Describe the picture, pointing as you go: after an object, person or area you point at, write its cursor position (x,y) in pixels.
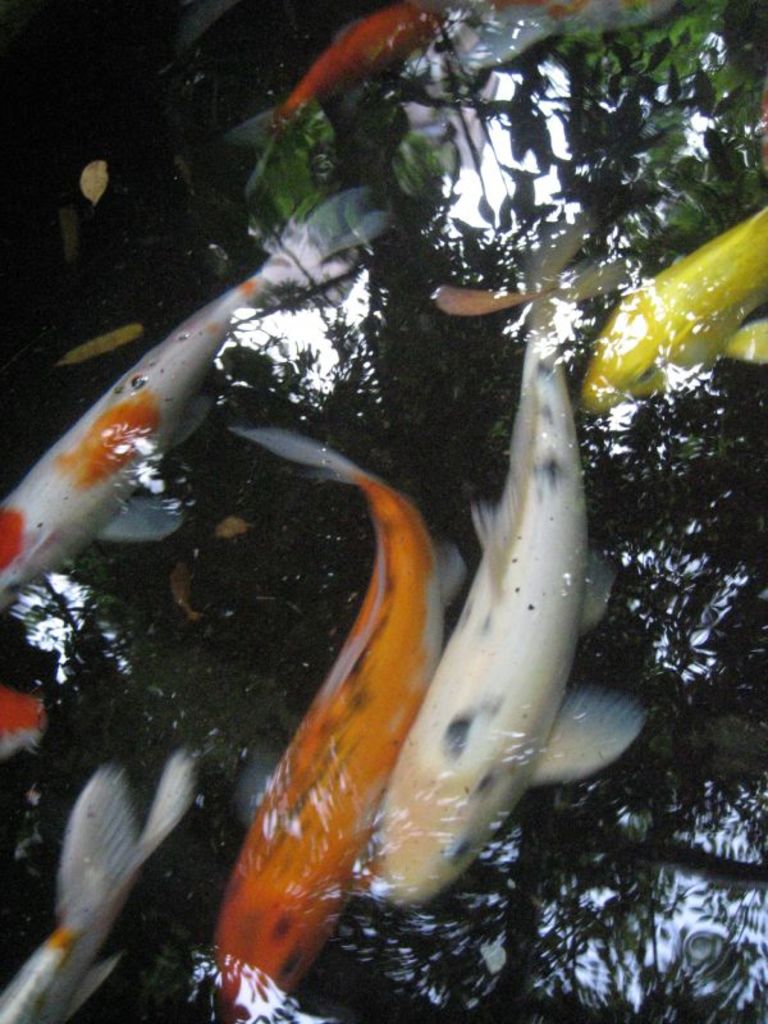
This image consists of fishes (265,778) in the water (638,688). At the bottom (694,914), there is water (671,910). And we can see the fishes (109,503) in orange, white and yellow color. And there are some leaves (65,243) in the water (652,219).
